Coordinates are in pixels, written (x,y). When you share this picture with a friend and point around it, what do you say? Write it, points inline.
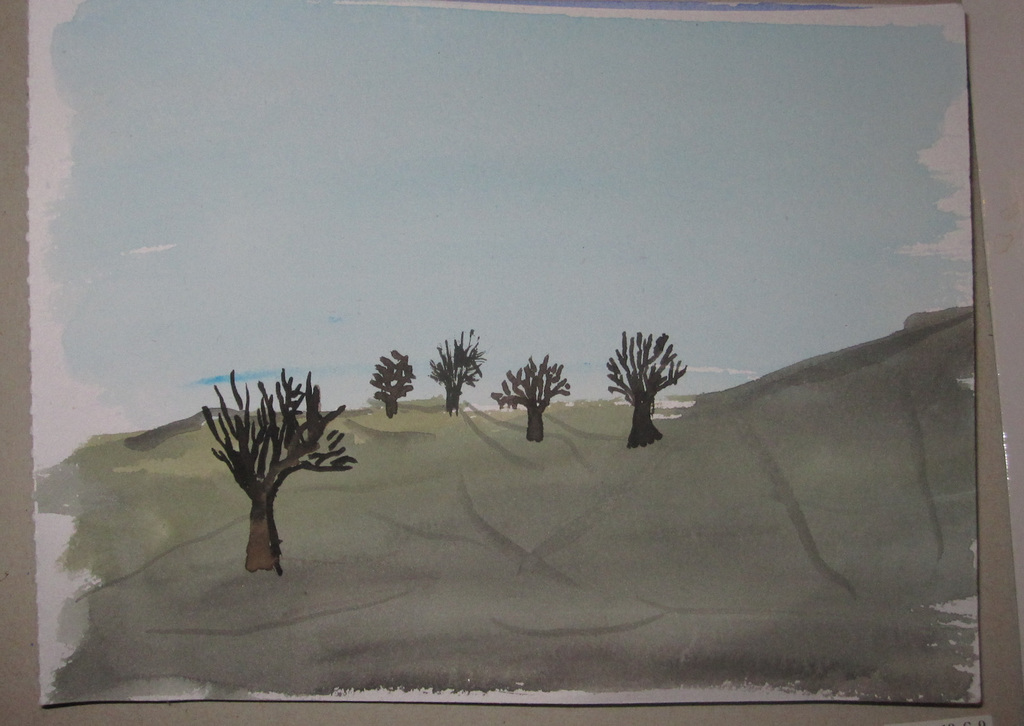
This is a painting and in this painting we can see trees (243,459) and we can see sky (664,227) in the background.
